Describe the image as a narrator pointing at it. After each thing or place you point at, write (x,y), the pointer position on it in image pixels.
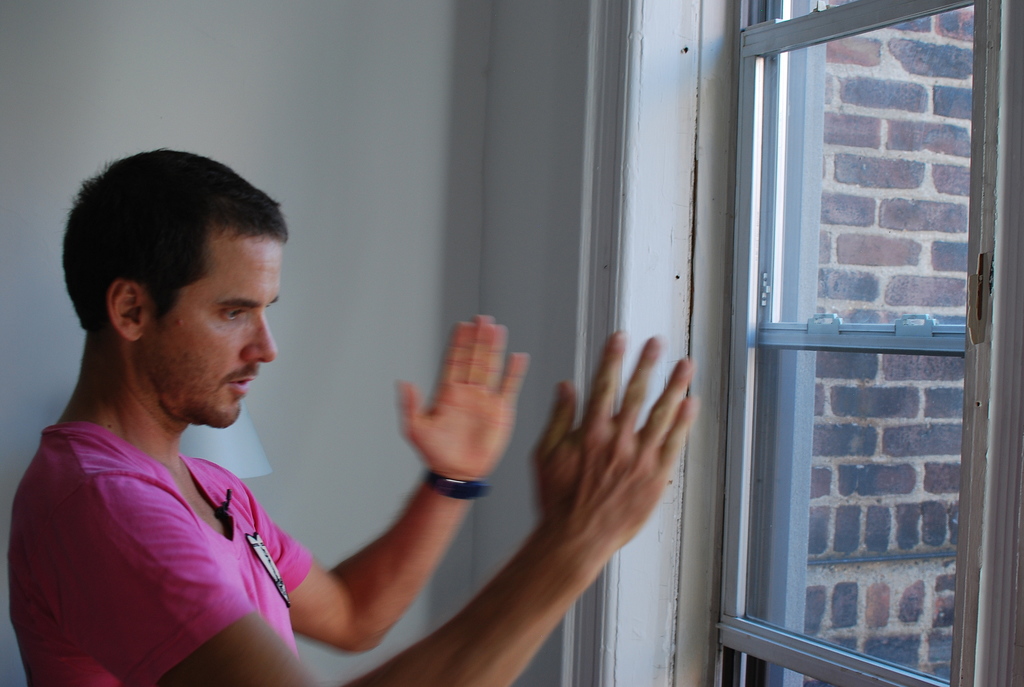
In this image we can see one man (264,544) with pink T-shirt (300,553) standing near to the glass window (889,418), one lamp (232,441) near the white wall (359,442), one black object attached to the pink T-shirt (251,528) and outside of the window (763,596) there is one brick wall (908,238).
